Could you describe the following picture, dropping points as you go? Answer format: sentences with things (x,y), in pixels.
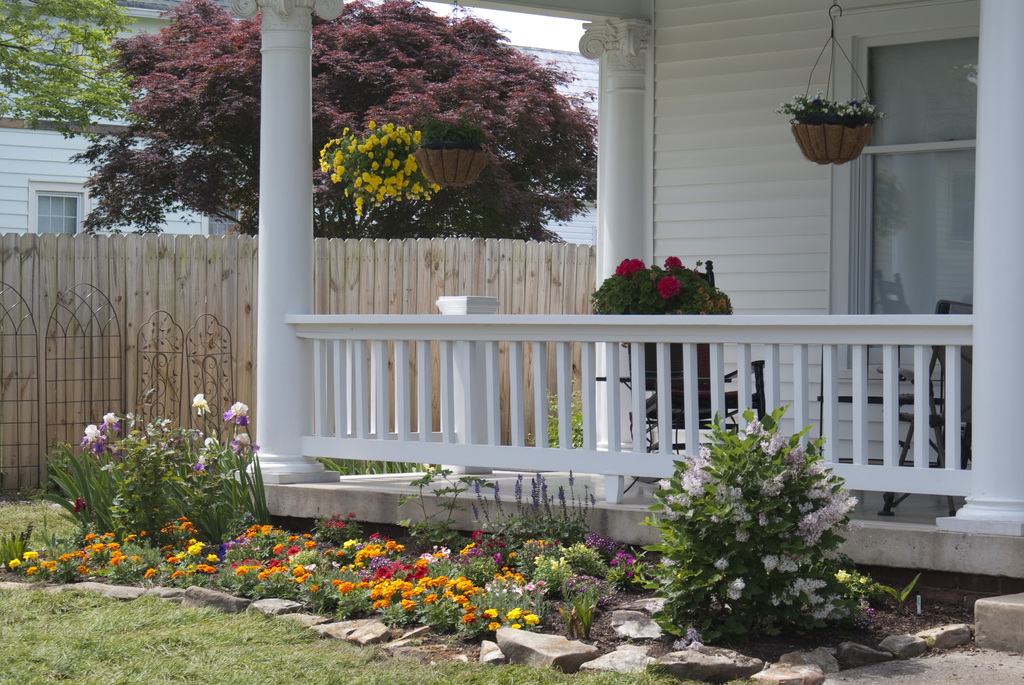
In the foreground of this image (316,662), on the bottom (154,649), there is a grass (194,649), stones (581,643) and plants (179,514). In the middle (484,391), there is railing (364,398) of a building (598,371), few plants (381,159) hanging and the pillars (976,260). In the background (170,286), there is a wooden wall (129,252), few trees (67,124) and the building (51,184).
